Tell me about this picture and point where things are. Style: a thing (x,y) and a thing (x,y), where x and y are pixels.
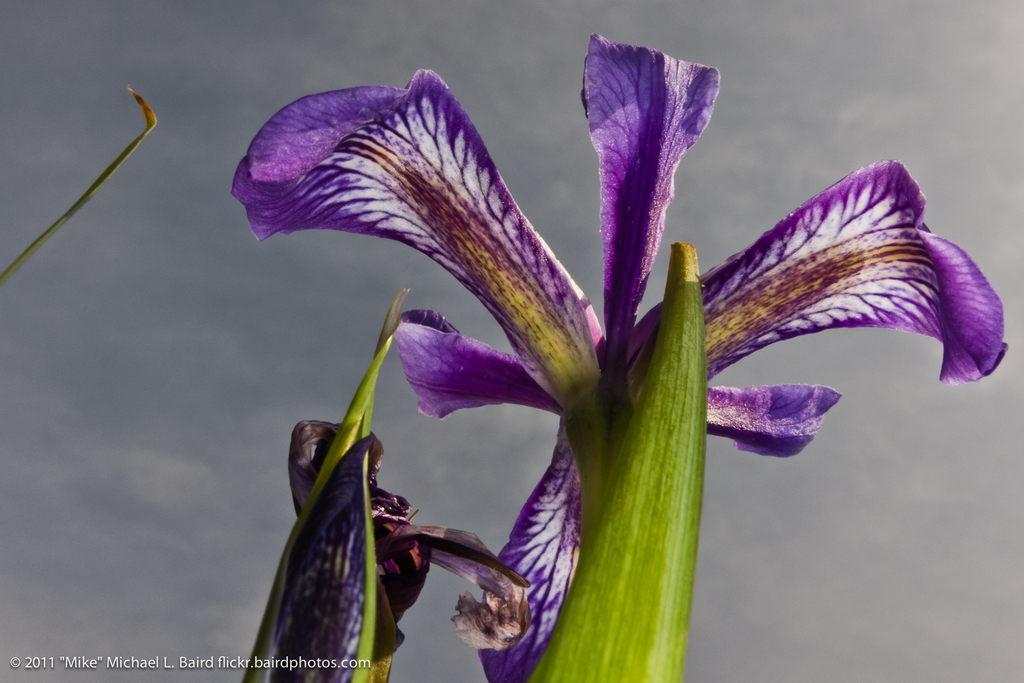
The picture consists of flowers (393,540). In the background (184,80) there is sky (860,472), sky (536,195) is cloudy. At the bottom (231,664) there is text (99,665).
